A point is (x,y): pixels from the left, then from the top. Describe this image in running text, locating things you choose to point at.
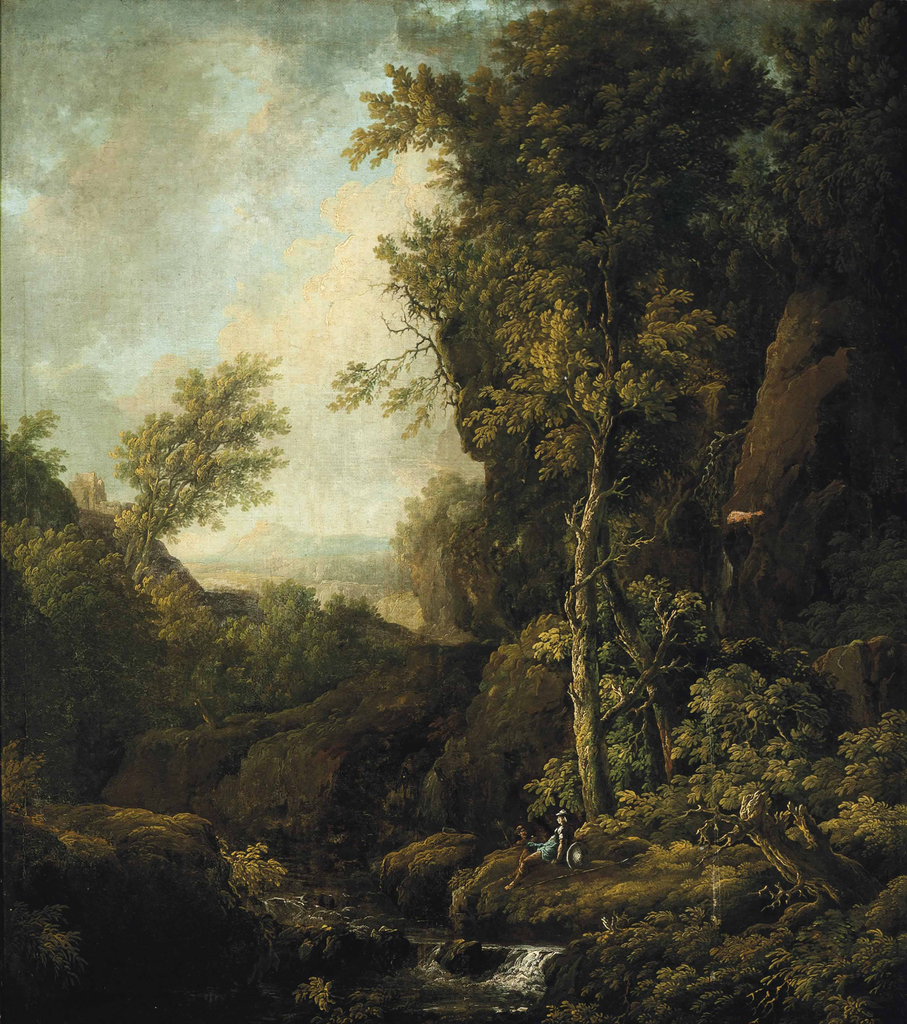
In this picture we can see a painting (449,571), in the painting (334,639) we can find few trees (271,641) and water (480,999).
